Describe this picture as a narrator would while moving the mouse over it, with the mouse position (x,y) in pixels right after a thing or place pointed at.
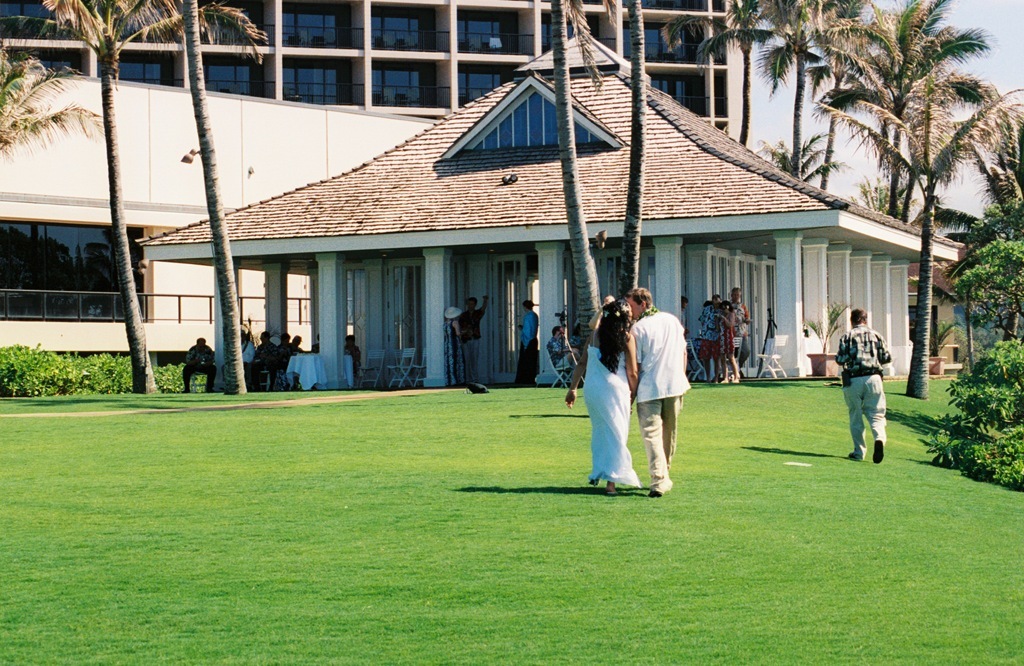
In this picture I can see a man (662,417) and a woman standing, there are group of people (525,314) standing, there are group of people (559,336) sitting on the chairs (409,373), there is a table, there are plants (1003,370), trees (877,12), there are buildings (310,58), and in the background (997,64) there is the sky (1000,29).
